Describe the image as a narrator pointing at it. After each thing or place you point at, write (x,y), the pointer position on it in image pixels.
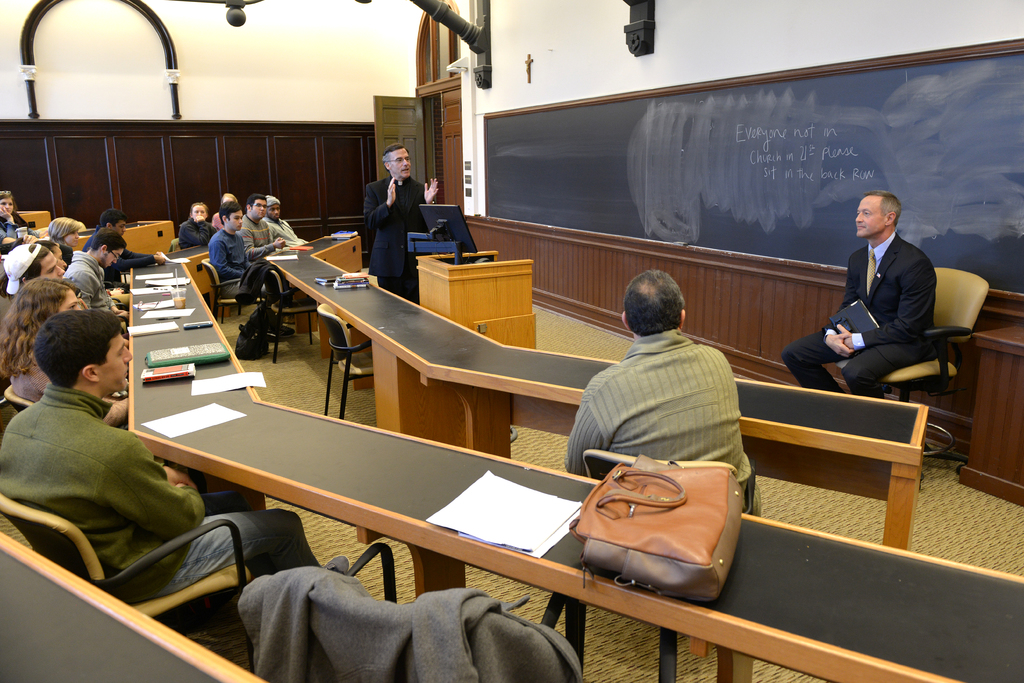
It is a big hall (447,14) in which there are so many people (78,468) who are listening to a man (386,212) who is speaking. There is a black board (584,132) attached to the wall (722,50). There is a bag (651,512) which is kept on table (423,462) and there are papers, books (187,361) and paper cup (181,299) on the table (140,273). There is a podium (455,276) with a desktop (459,248) in front of the board (600,176). There is a man (908,300) sitting on chair (954,318) holding a book (865,321) in his hand (845,330) and watching the people (249,209).
